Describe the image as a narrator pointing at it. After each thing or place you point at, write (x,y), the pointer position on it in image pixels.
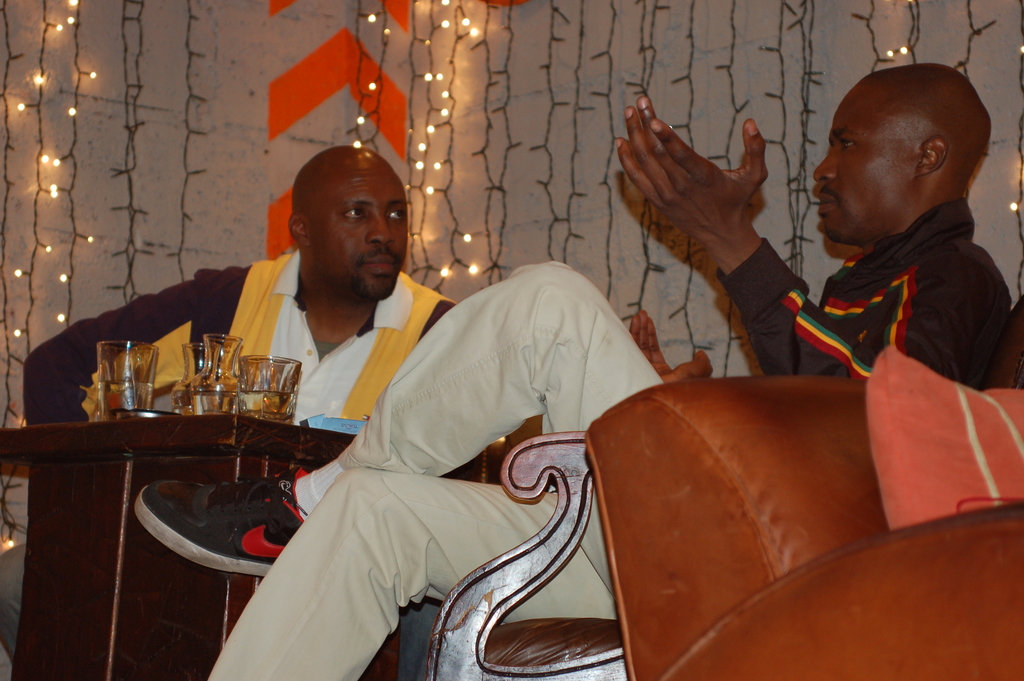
In the image there are two bald headed men (417,370) sitting on sofa (640,548) with table (65,480) in front of it and wine glasses (143,385) above it, on the back wall (126,111) there are lights (509,40).
